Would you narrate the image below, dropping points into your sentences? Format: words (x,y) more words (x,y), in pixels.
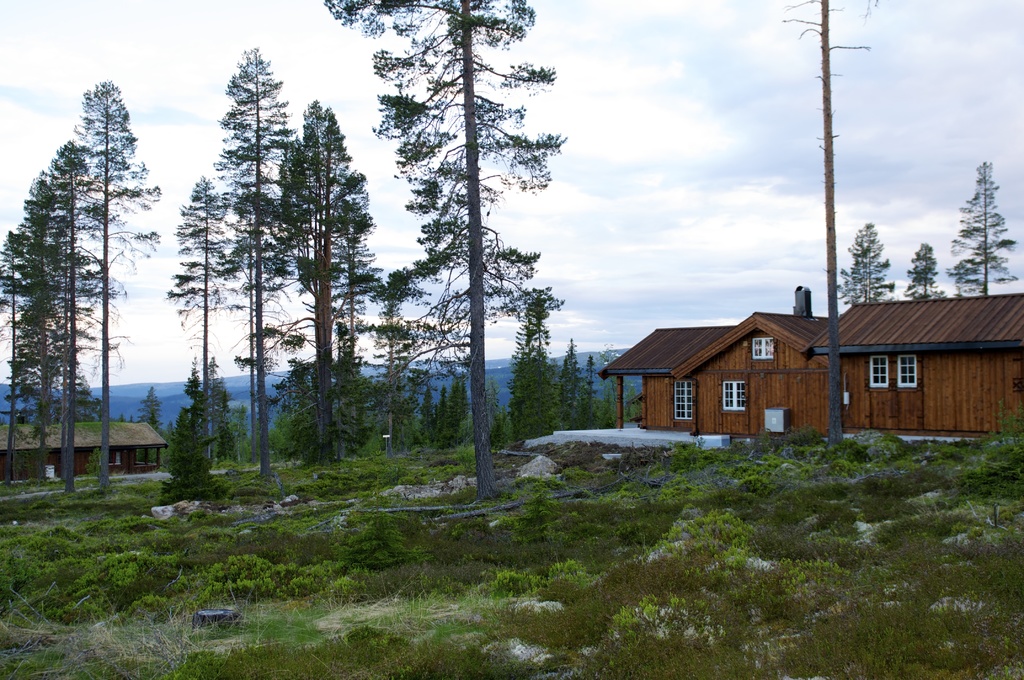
This image consists of two houses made up of wood (924,433) along with windows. At the bottom (399,630), there are small plants (276,538) on the ground (292,589). In the front (513,152), there are many trees (47,416). In the background (244,382), there are mountains (244,382). At the top (676,210), there is sky (540,199) along with the clouds (476,39).
